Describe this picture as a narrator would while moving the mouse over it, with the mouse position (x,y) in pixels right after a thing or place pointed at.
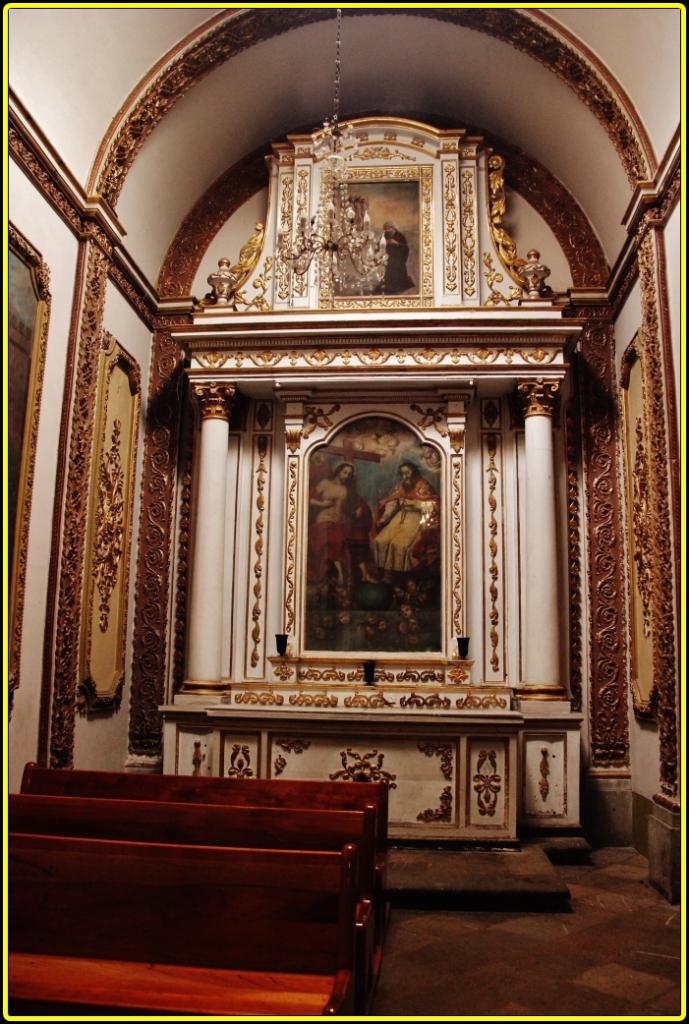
In the foreground of this image (262,934), at the bottom (214,913), there are benches (255,955) on the floor (503,952). In the background (404,524), there are few frames like objects (397,444) to the wall (301,464). On either side there is wall (621,458). at the top (499,10), there is an arch (344,69) and a chandelier (357,254).
